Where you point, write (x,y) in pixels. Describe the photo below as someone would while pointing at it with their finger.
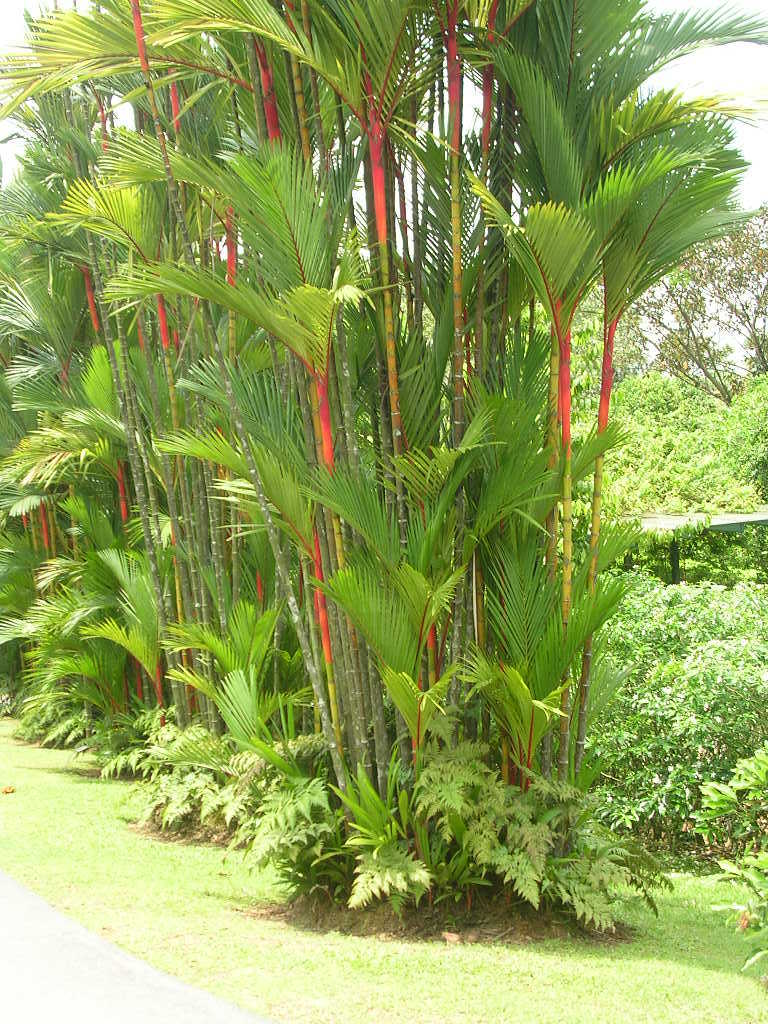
This image consists of plants (440,810) and bushes (748,722) at the bottom (461,832). There are trees (356,275) in the middle (388,511).
